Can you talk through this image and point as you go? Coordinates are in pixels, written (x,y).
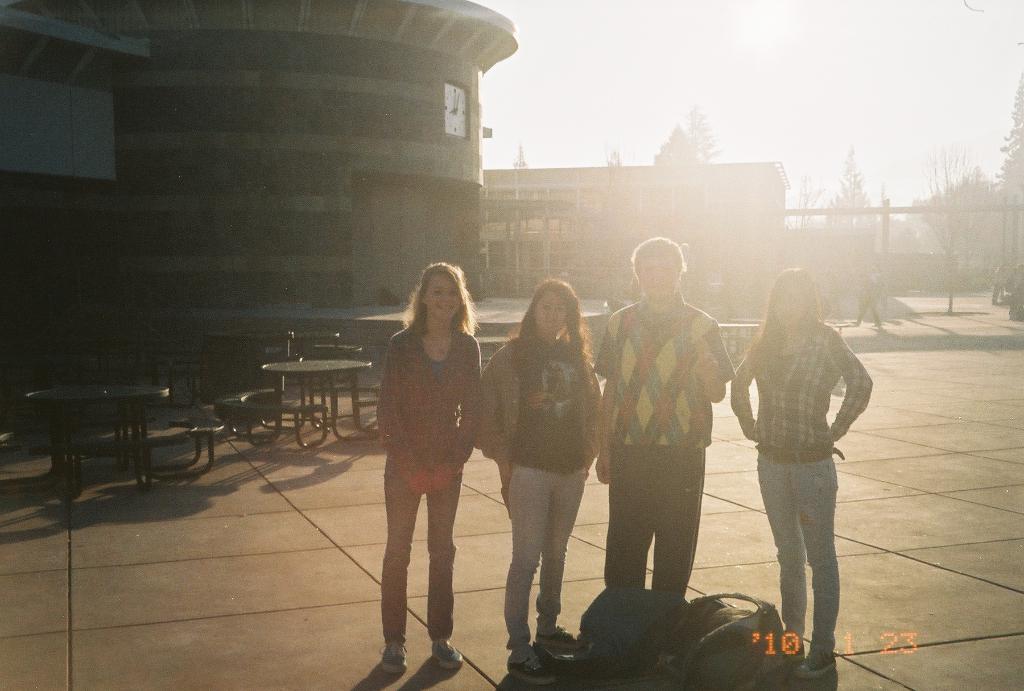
There are three women (520,394) and a man (654,412) standing. These look like the bags (713,643). I can see the tables (326,365) with the benches (241,408). This looks like a wall clock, which is attached to the building wall (421,113). In the background (618,178), I can see the buildings (635,179) and the trees (683,157). This looks like a watermark (855,655) on the image.
